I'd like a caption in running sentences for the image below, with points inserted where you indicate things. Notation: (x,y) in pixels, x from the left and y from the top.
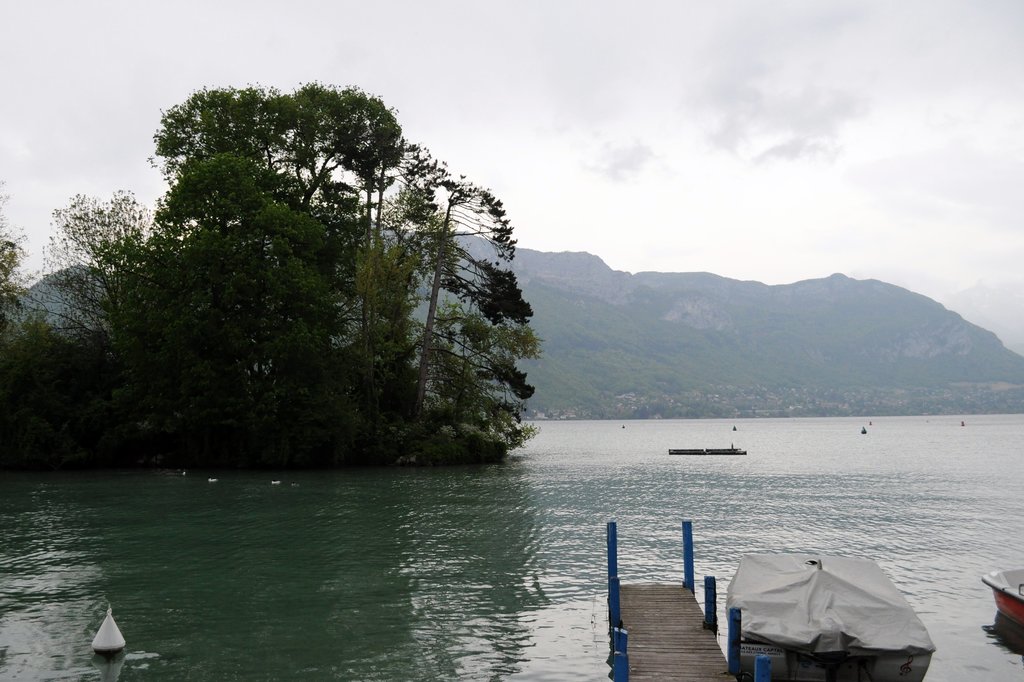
In this picture I can see some boats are on the water surface (449,513), side there are some trees (425,382), background (732,353) I can see some hills (578,342).
